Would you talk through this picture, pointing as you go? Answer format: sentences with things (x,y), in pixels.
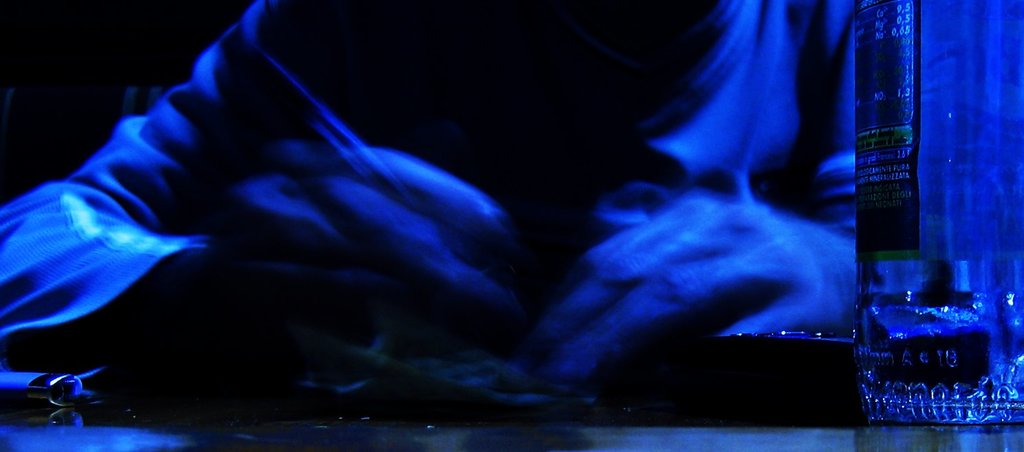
In this image I can see the person (581,171) holding something. In-front of the person (816,223) I can see the bottle (966,21) and the image is in blue and black color.
